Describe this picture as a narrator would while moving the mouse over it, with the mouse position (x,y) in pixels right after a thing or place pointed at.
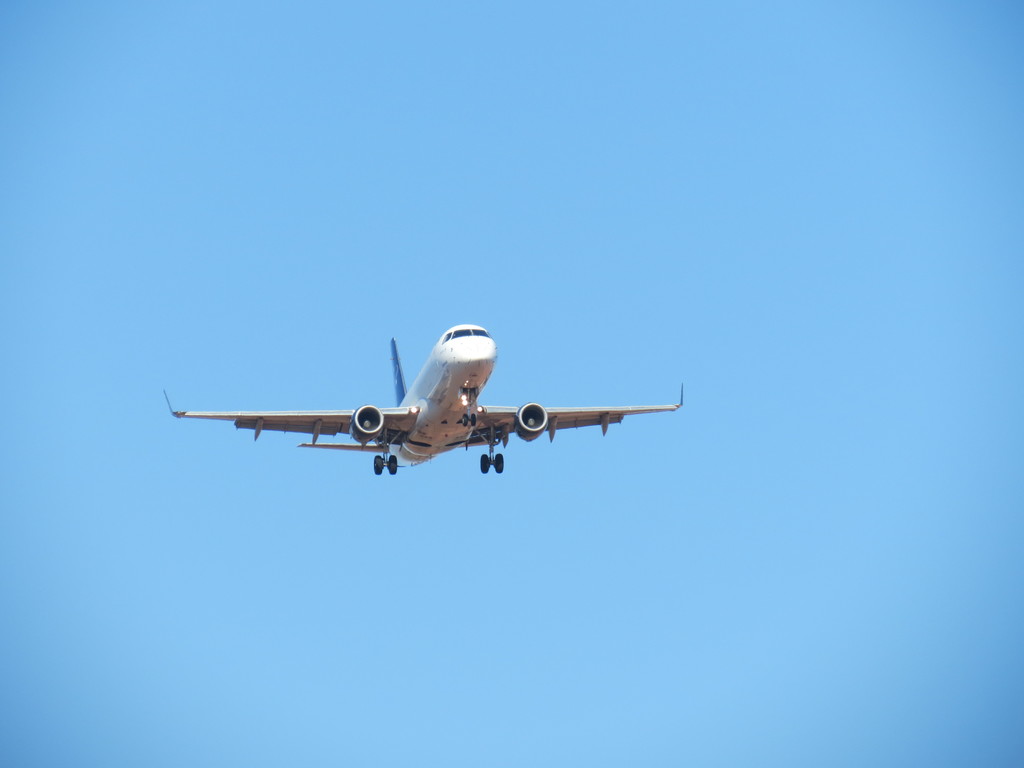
There is a plane (451,417) which is in white color is flying in the air (511,221) and the sky (472,251) is blue in color.
